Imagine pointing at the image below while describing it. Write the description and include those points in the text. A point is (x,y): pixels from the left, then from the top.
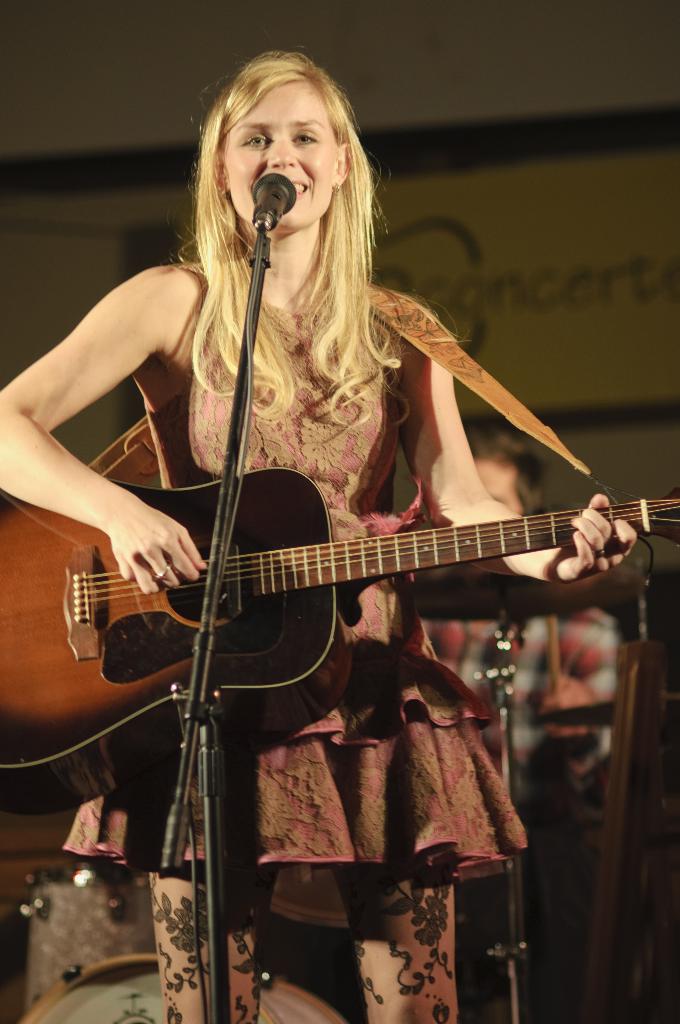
In this picture there is a woman (467,514), she is playing a guitar (305,521). Before her there is a mike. In the background (464,662) there is a man (505,461), he is wearing a check shirt (486,684) and woman (52,509) is wearing a brown dress (317,857).
